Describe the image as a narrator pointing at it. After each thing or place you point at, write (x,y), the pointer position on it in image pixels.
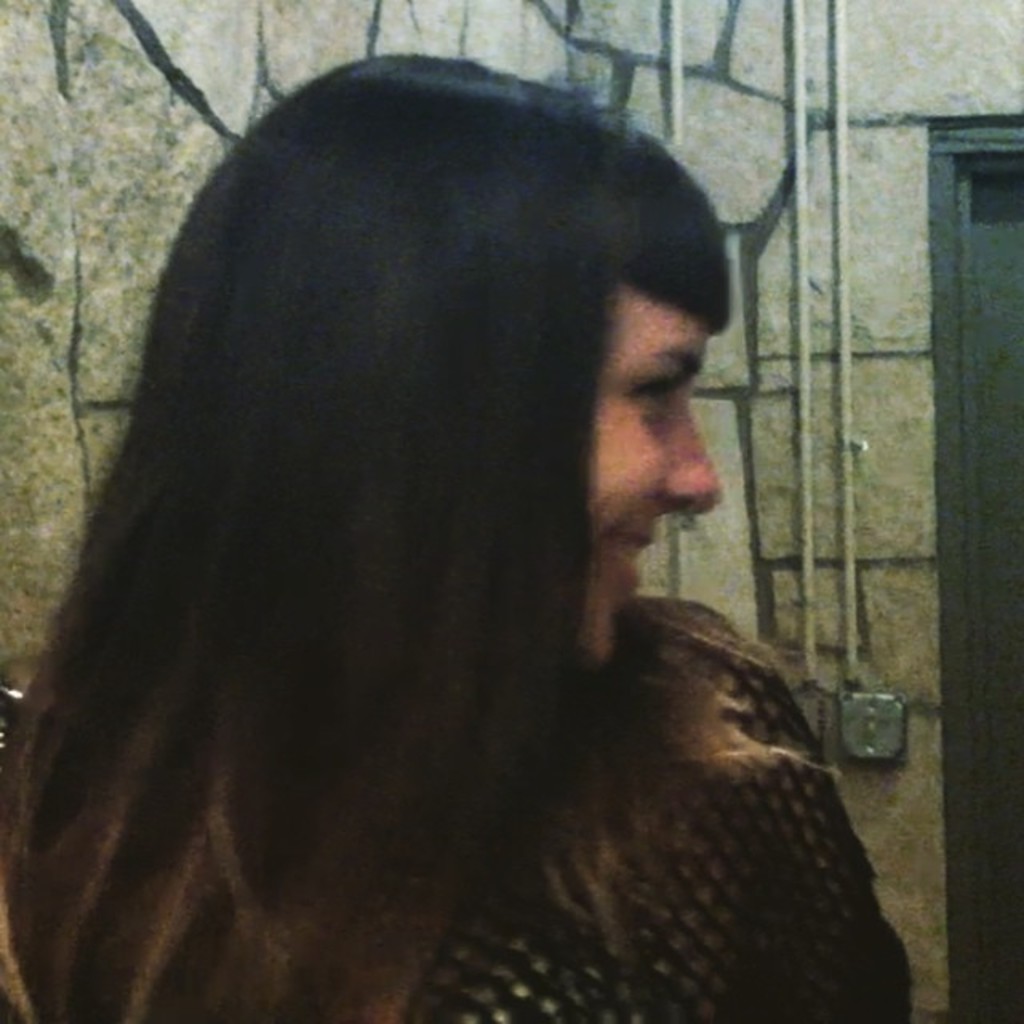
In this image I can see a woman (504,139) wearing black dress (777,855). I can see a wall (905,335) and door (986,507).
